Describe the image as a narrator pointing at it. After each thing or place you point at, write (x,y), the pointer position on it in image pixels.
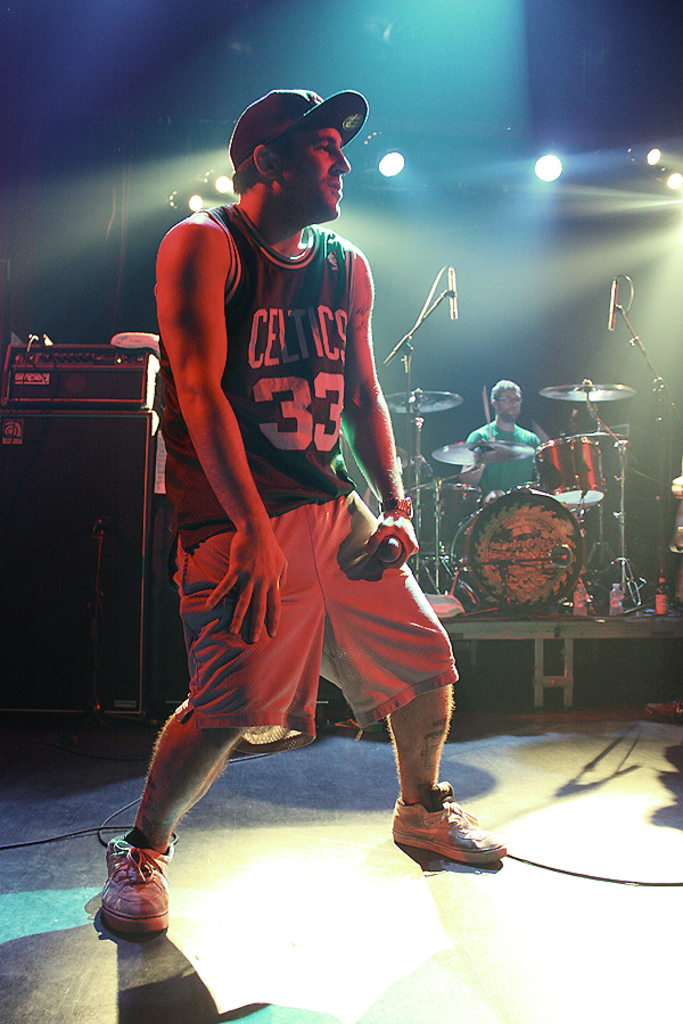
In this picture we can see a man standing on the ground (337,957) and he is holding a mic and in the background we can see a person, musical instruments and lights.
